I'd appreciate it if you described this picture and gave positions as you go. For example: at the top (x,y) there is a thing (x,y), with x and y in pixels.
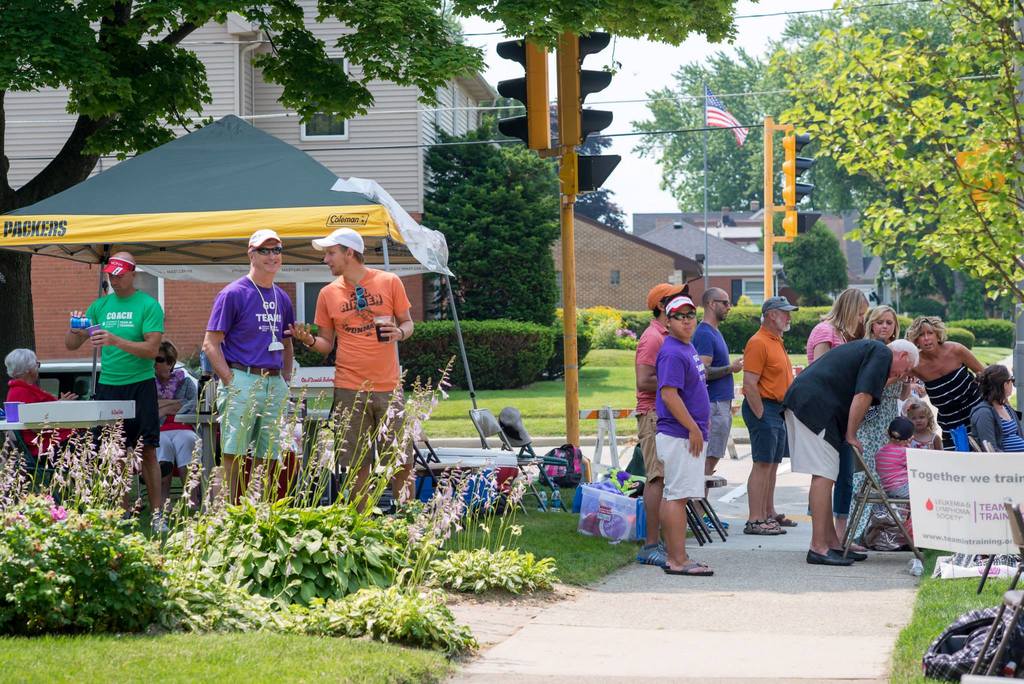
This picture is clicked outside the city. On the right side (862,334), we see people (758,454) are standing and a boy (906,467) in pink T-shirt (899,466) is sitting on the chair (866,493). Beside him, we see a board (935,491) with some text (953,479) written on it. Behind them, we see chairs (487,430) and bags (501,487). On the left side (23,520), we see grass (507,516) and plants (409,351). The man (360,339) in orange T-shirt (343,331) is holding a glass (382,328) containing liquid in his hand (394,326). Beside him, the man (289,315) in violet T-shirt (262,300) is standing. Behind him, the man (138,358) in green T-shirt (121,357) is holding a blue can (79,322) in his hand (73,333). In front of him, we see a white table (28,425) and an old woman (43,395) is sitting on the chair (41,472). Behind him, we see people (180,398) are sitting on the chairs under the tent (289,250). We see traffic signals (569,162). There are trees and buildings (628,264) in the background (732,165). We even see a flag (715,121) in white, red and blue color.
